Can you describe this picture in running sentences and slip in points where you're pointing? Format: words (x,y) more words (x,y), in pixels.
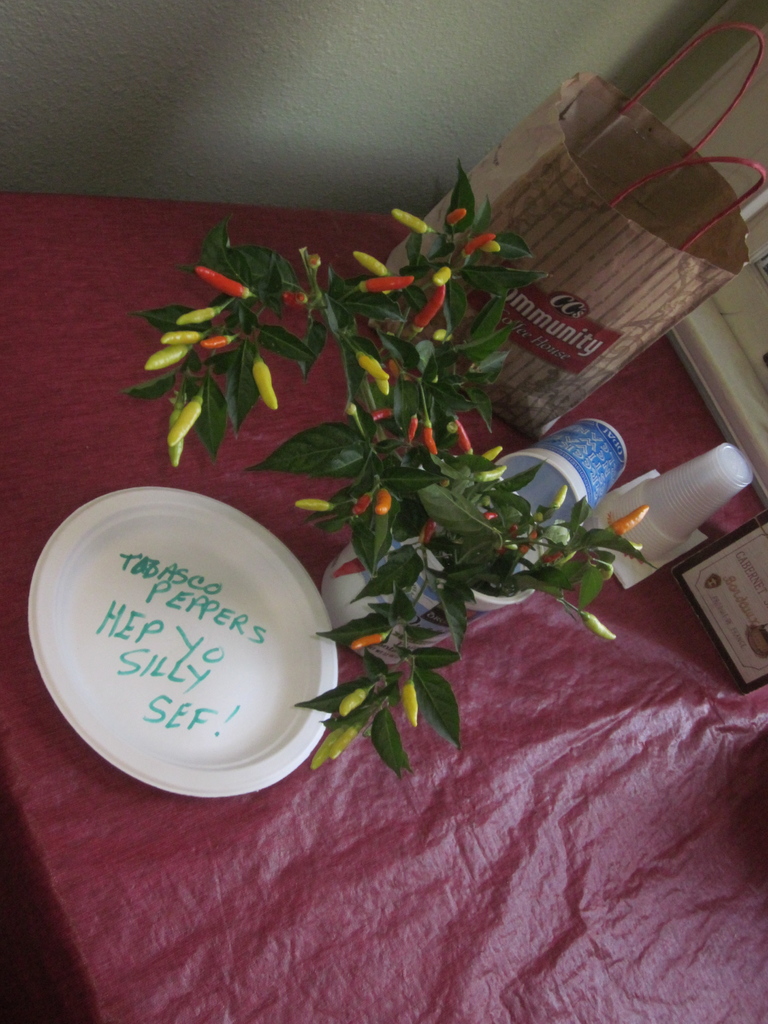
This image is taken indoors. In the background (375,94) there is a wall (519,78). At the bottom of the image (287,920) there is a table (535,957) with a tablecloth (541,845), a flower vase (333,620), a plate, a bag (599,139) and cups (552,490) on it.
